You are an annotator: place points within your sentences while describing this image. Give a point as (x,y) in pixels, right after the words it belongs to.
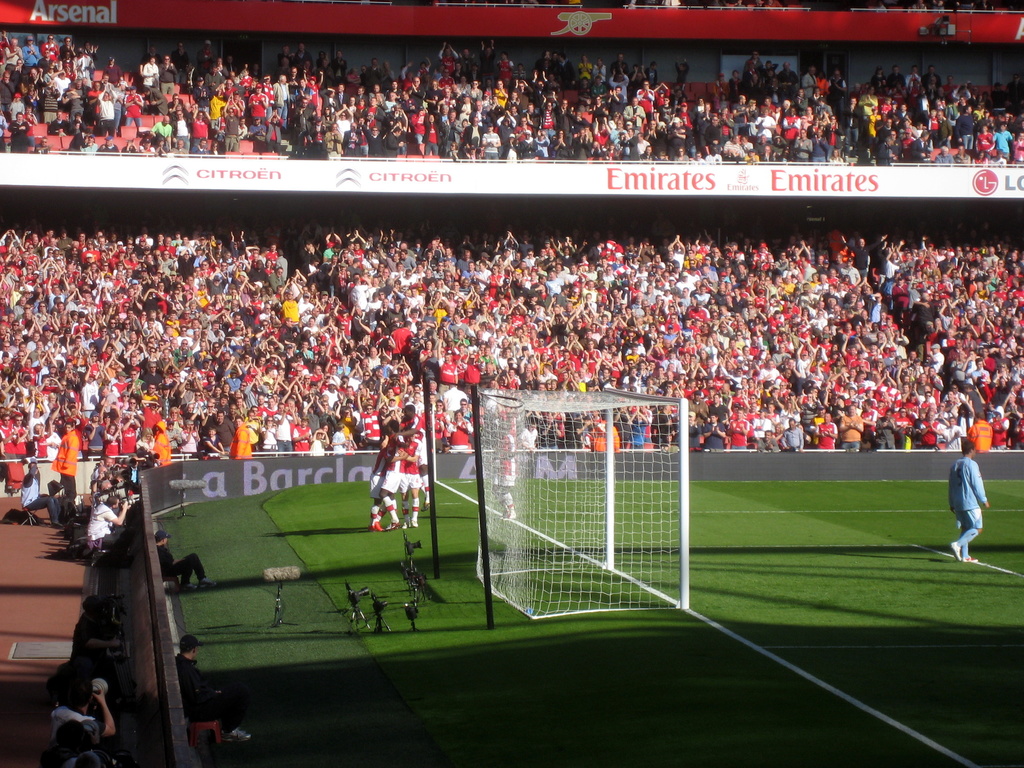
In this picture we can observe a goal post (561,502) in the football ground (740,653). There are some players (505,479) in the ground (738,503). We can observe some grass (692,677) on the ground (725,657). In the background (251,346) there are some people (242,314) sitting in the chairs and some of them are standing. There are men (173,324) and women (335,115) in this picture.
